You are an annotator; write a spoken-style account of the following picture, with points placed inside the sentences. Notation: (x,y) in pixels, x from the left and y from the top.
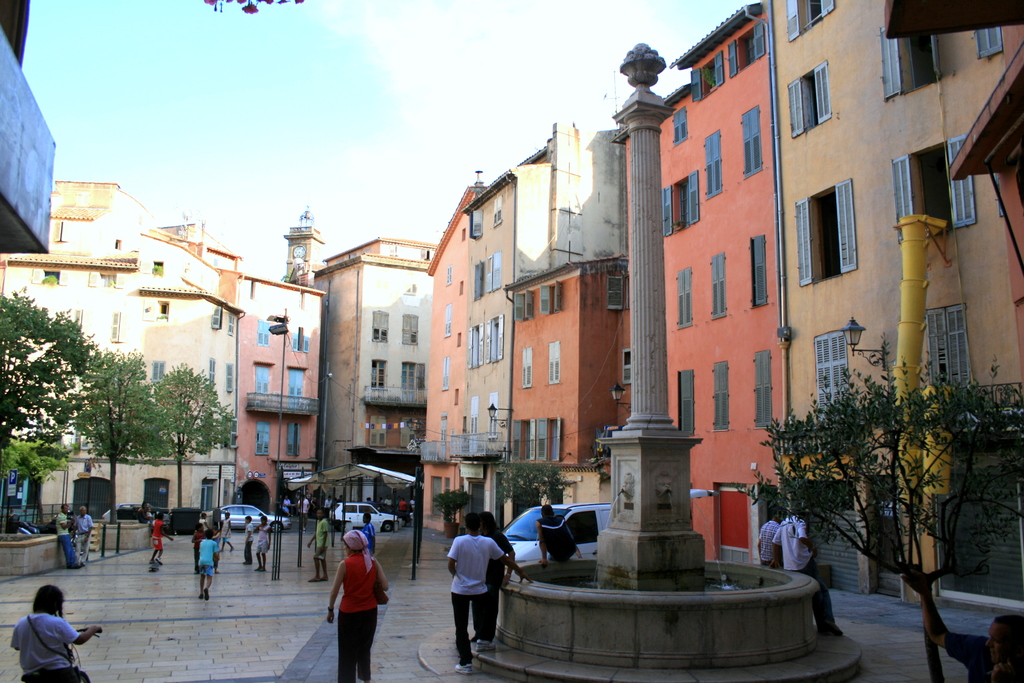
This is a picture of a city (434,539), where there are group of people (205,524) standing, buildings (432,524), vehicles (521,544), pillar (613,538), pole (415,540), light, trees (14,405), sky (455,12).
